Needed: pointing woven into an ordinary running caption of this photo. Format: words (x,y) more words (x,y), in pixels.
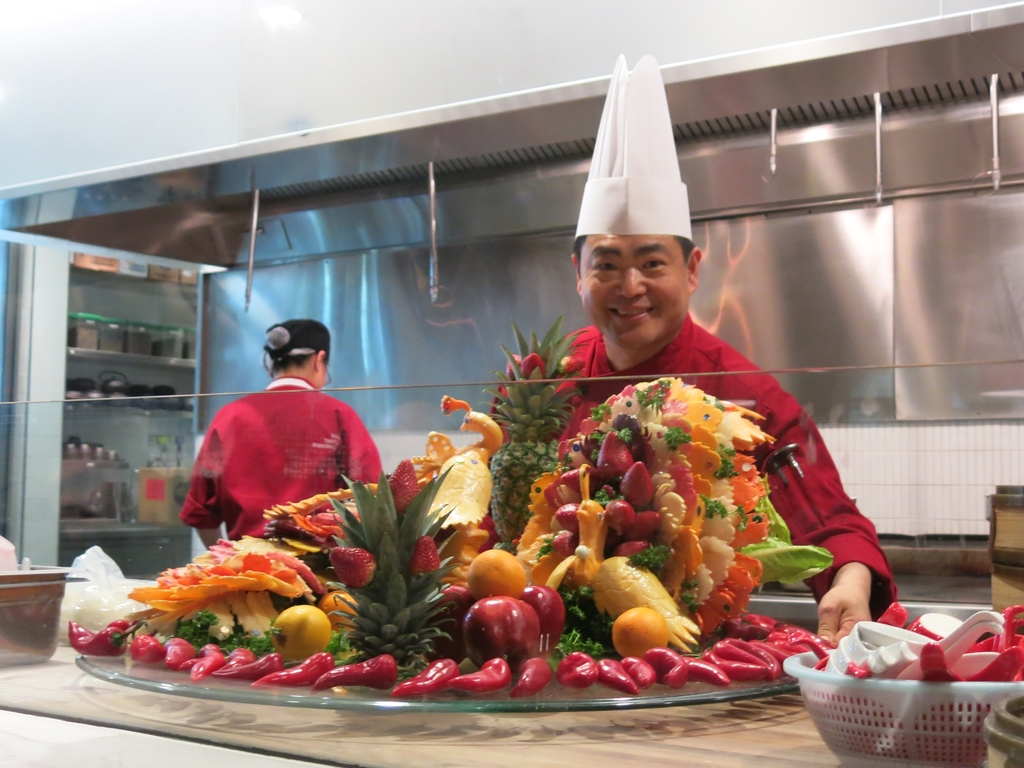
In this image I see 2 persons (676,313) in which this man (806,448) is smiling and I see that both of them are wearing red color dresses (600,356) and I see a white color hat (624,202) on his head (661,265) and I see fruits (565,480) and vegetables (336,641) on this plate (424,661) and I see few things (913,676) over here and in the background (706,249) I see the silver color thing (449,304) over here and I see few containers (116,381) over here.
